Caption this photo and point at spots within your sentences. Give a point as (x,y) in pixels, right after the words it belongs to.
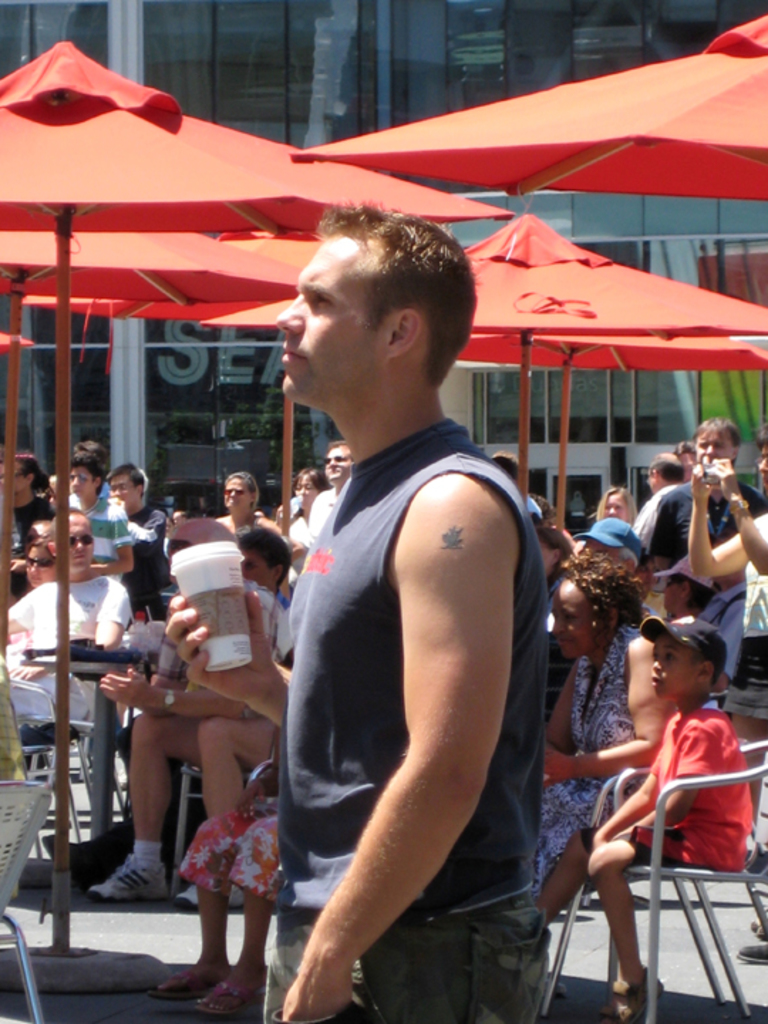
In this picture we can see a group of people (737,699) where some are sitting on chairs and some are standing on the road (113,944), umbrellas (152,204), camera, glass (199,601), caps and some objects (120,978) and in the background (467,59) we can see a building (294,59).
